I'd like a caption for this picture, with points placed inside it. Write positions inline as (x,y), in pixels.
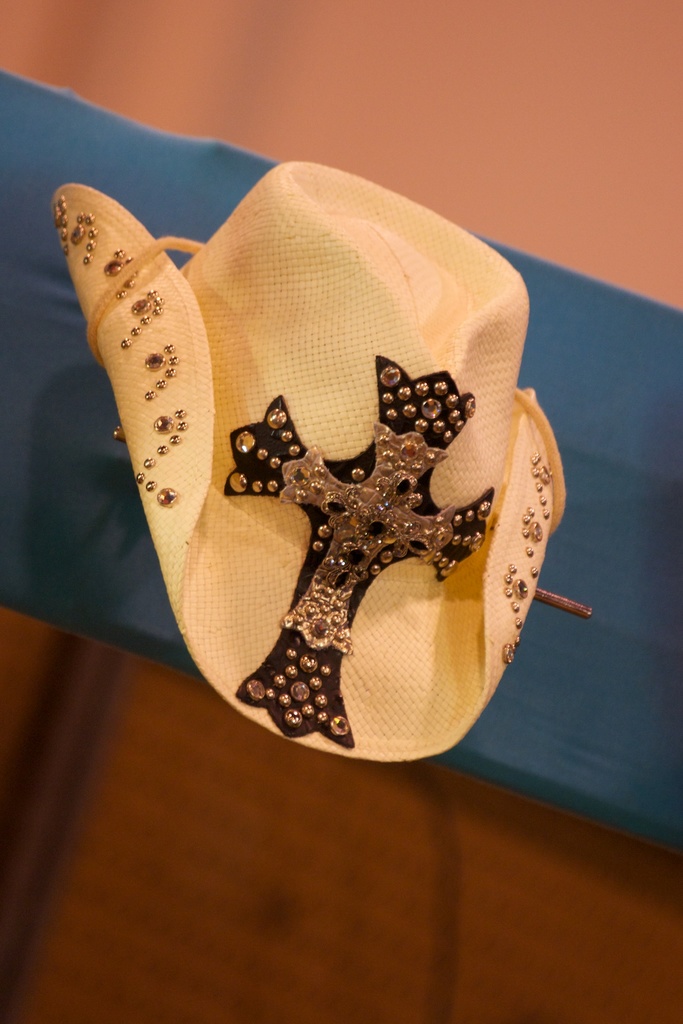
In the center of the image (371,416) we can see cloth (650,505), hat (377,439). In the background of the image (148,32) there is a wall (534,809).
